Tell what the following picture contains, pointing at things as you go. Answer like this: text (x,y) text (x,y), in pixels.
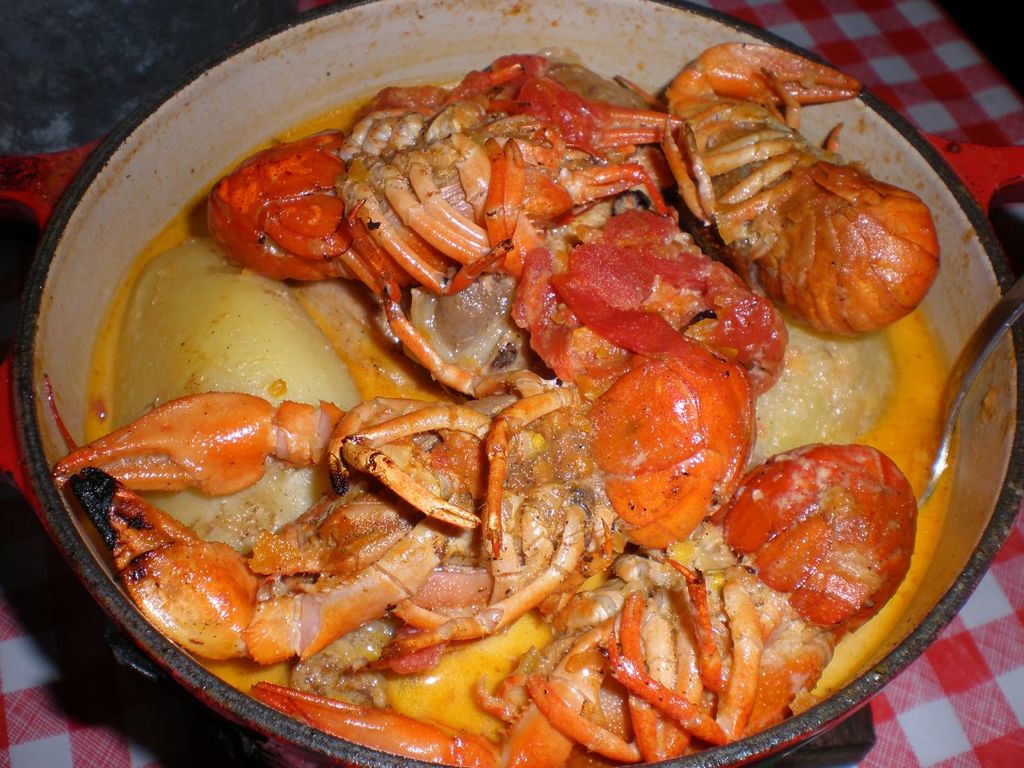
In this image there are crayfish (257,416) and a spoon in a bowl (1008,517), on the red and white color cloth (993,645).
